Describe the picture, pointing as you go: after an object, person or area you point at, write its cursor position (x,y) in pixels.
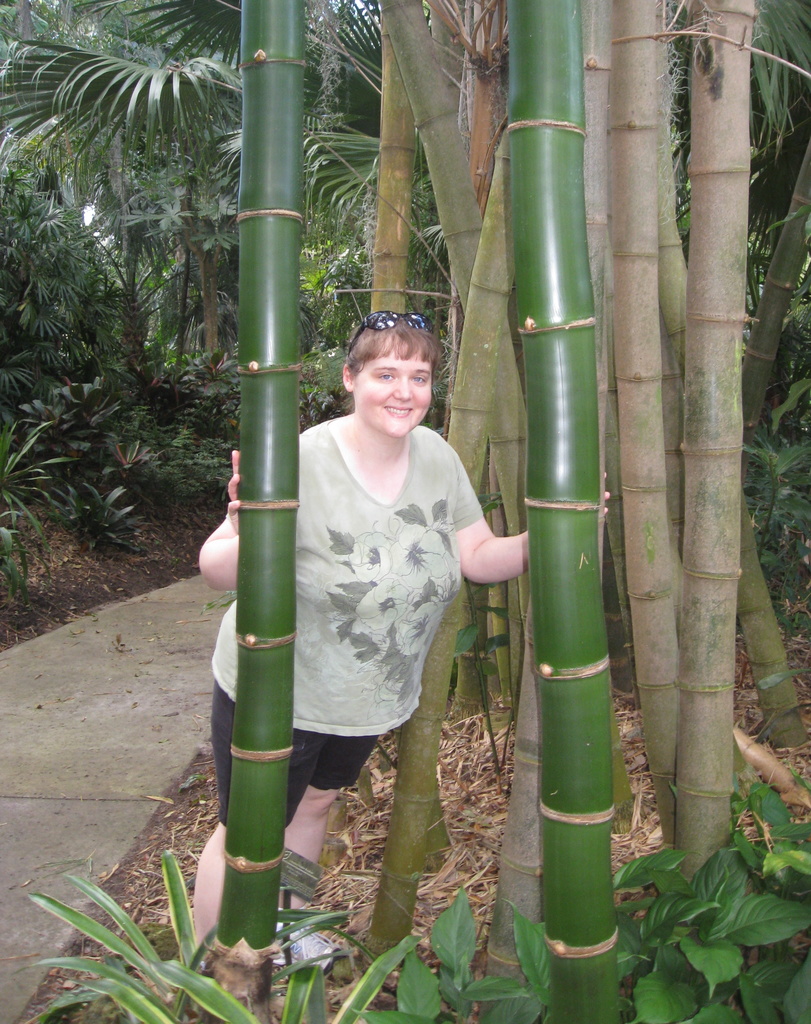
There is a woman (404,612) standing and we can see plants (480,638) and trees (675,367). In the background (56,218) we can see trees (175,147).
